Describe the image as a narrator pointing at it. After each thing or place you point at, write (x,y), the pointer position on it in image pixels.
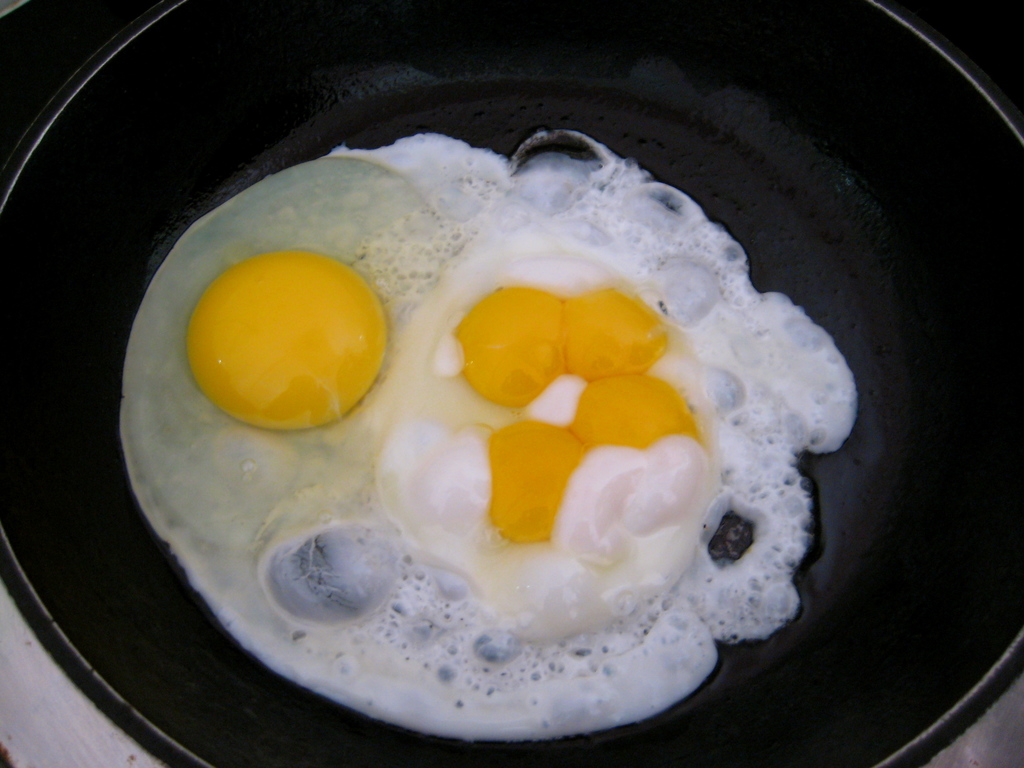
In this picture I can observe food (503,404) in the pan (59,452). The food (454,290) is in yellow and white color. The pan (898,341) is in black color.
